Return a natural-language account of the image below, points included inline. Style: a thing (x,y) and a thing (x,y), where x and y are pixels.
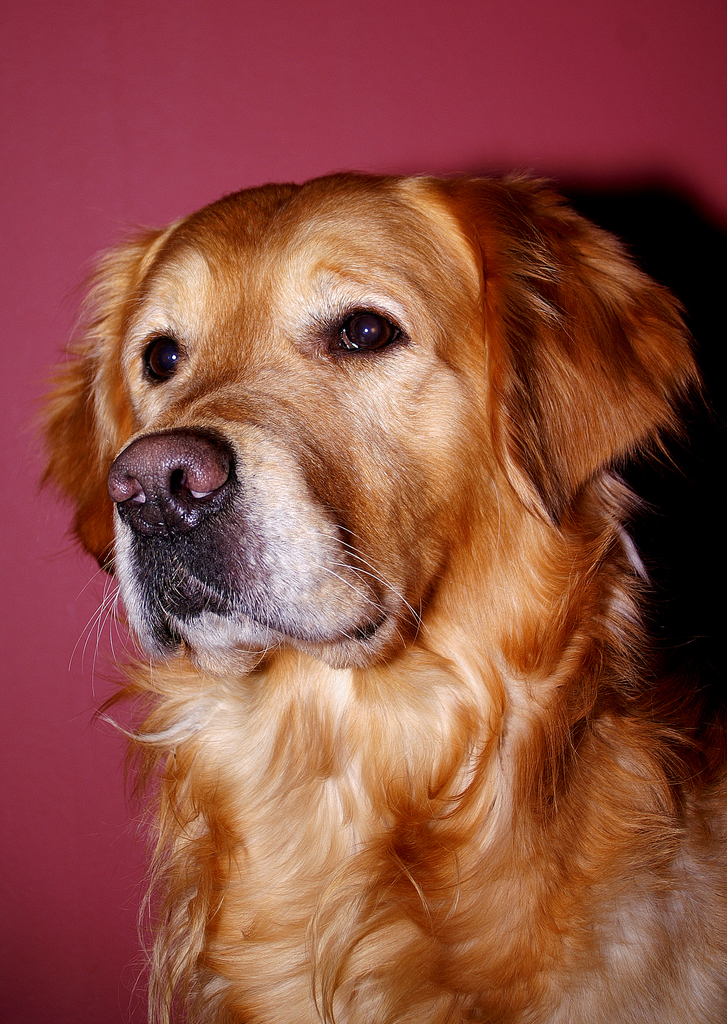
The picture consists of a dog (337,539). In the background (70,269) it is wall (311,105) painted pink.
